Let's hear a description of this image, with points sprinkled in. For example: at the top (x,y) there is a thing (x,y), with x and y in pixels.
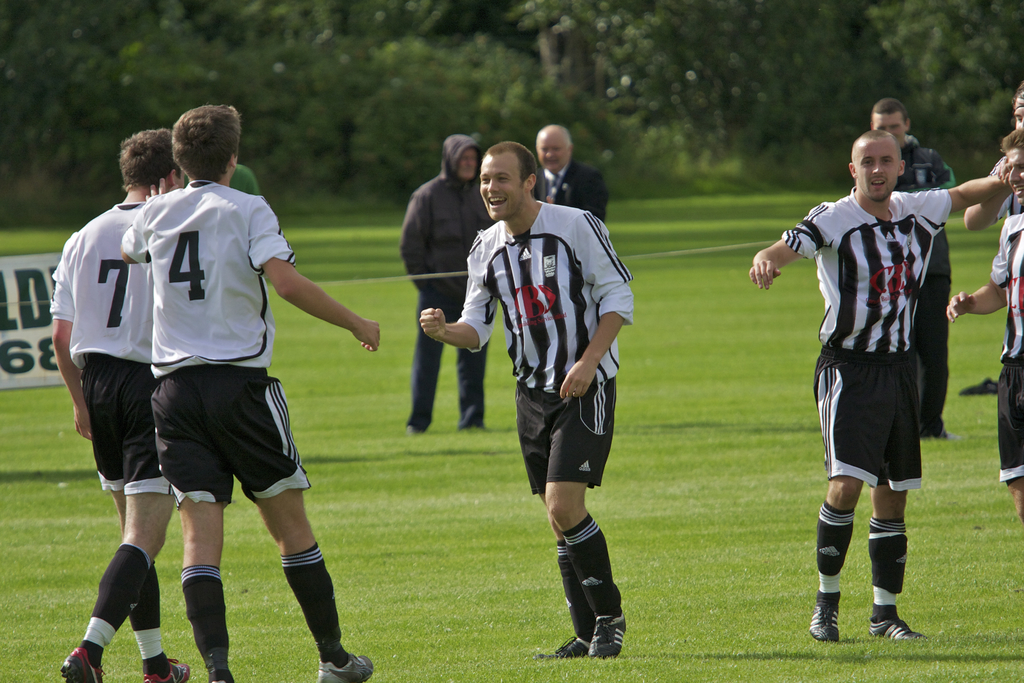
In this image we can see some people (441,324) and it looks like a board (5,307). In the background of the image (71,184) there are trees (301,84). At the bottom of the image (417,660) there is the grass (740,644).
